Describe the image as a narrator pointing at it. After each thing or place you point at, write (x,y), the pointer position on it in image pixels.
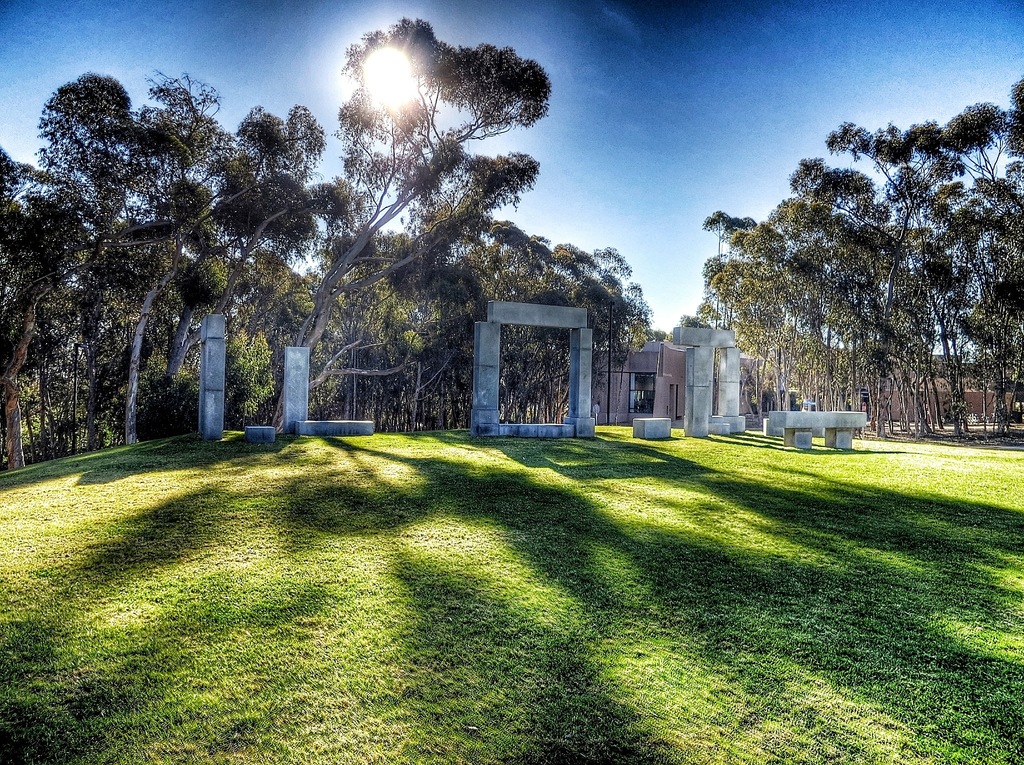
In this image, we can see pillars (486,369) and in the background (468,231), there are trees (530,391), at the bottom (621,648), there is ground (645,608).
